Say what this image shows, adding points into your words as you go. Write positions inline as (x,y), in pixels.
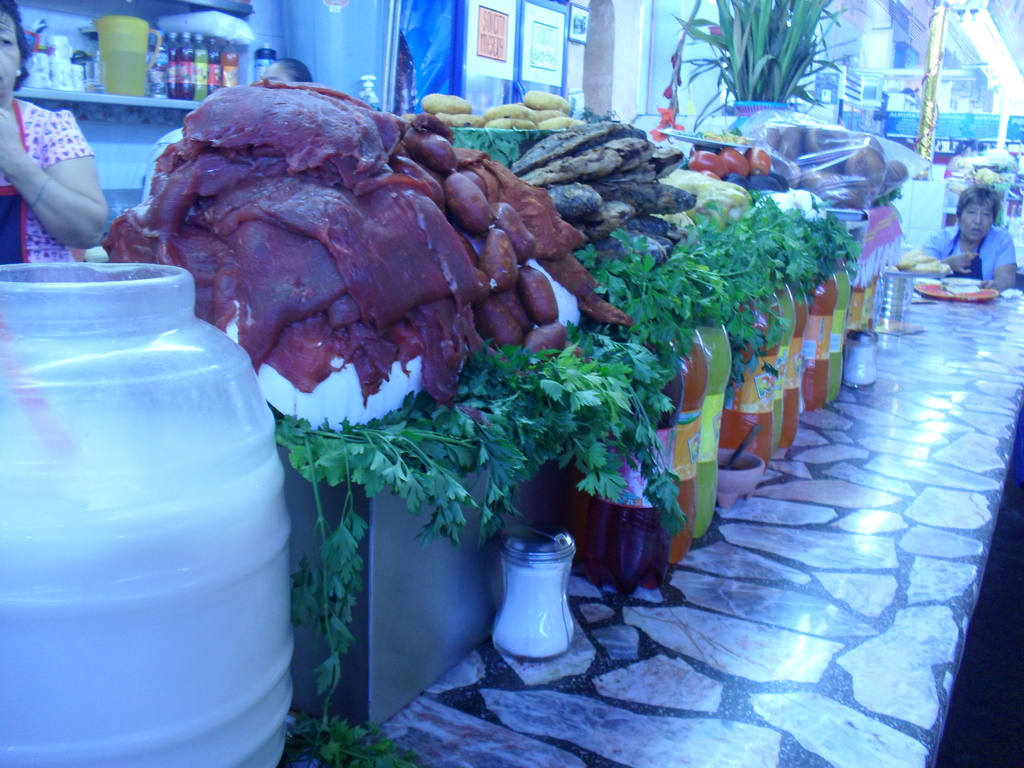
This is the picture of meat (453,263), vegetables (697,153), breads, leafy vegetables (798,215), salt jars (561,581), bottles (578,462) and person (997,228) sitting near the table (761,555) and in back ground (773,59) there is a plant (692,25), bottles (200,87) in the rack (189,102), and another person (16,180) standing.
